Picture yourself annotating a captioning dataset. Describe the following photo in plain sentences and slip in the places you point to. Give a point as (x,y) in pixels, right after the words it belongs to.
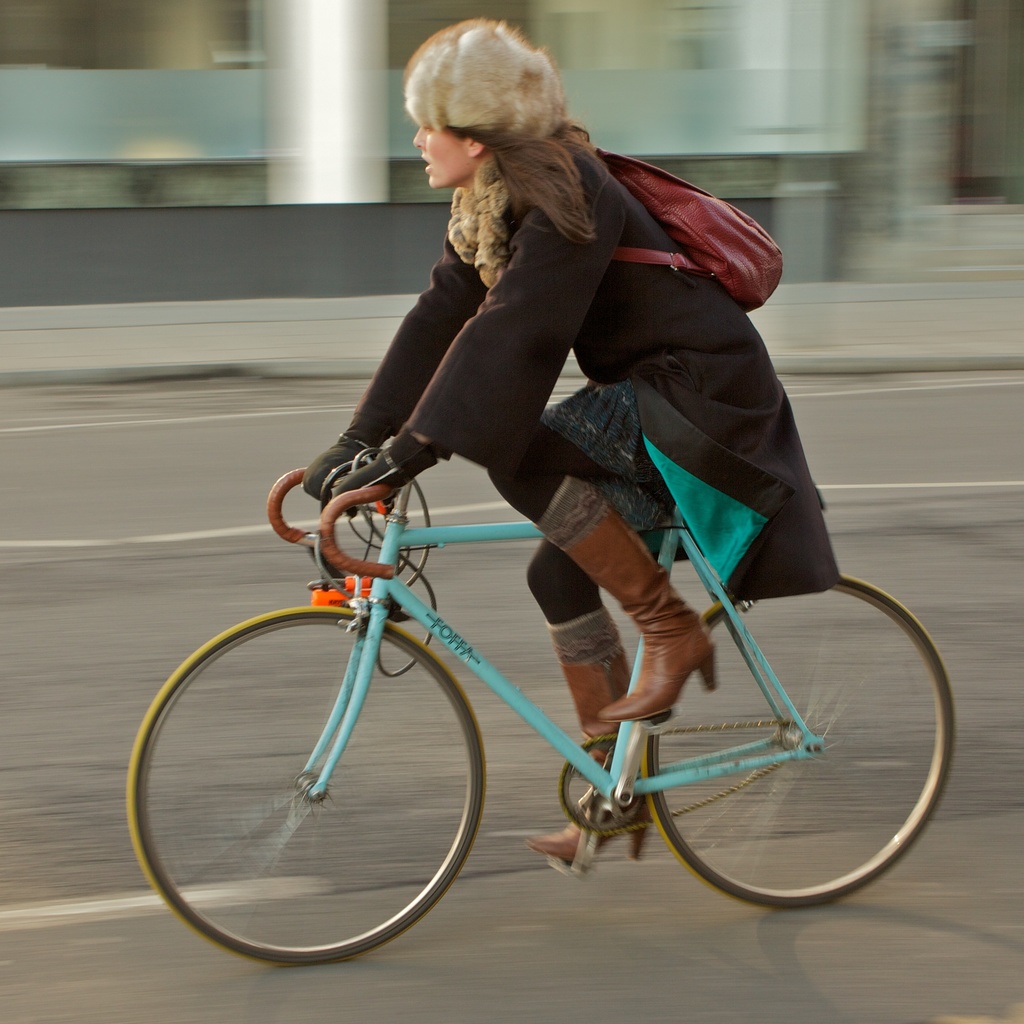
In this image the women (631,500) is riding a bicycle (650,784) on road (800,429) wearing a backpack (742,251) and a black coat (521,379). At the background (331,184) we can see a building (225,129).
